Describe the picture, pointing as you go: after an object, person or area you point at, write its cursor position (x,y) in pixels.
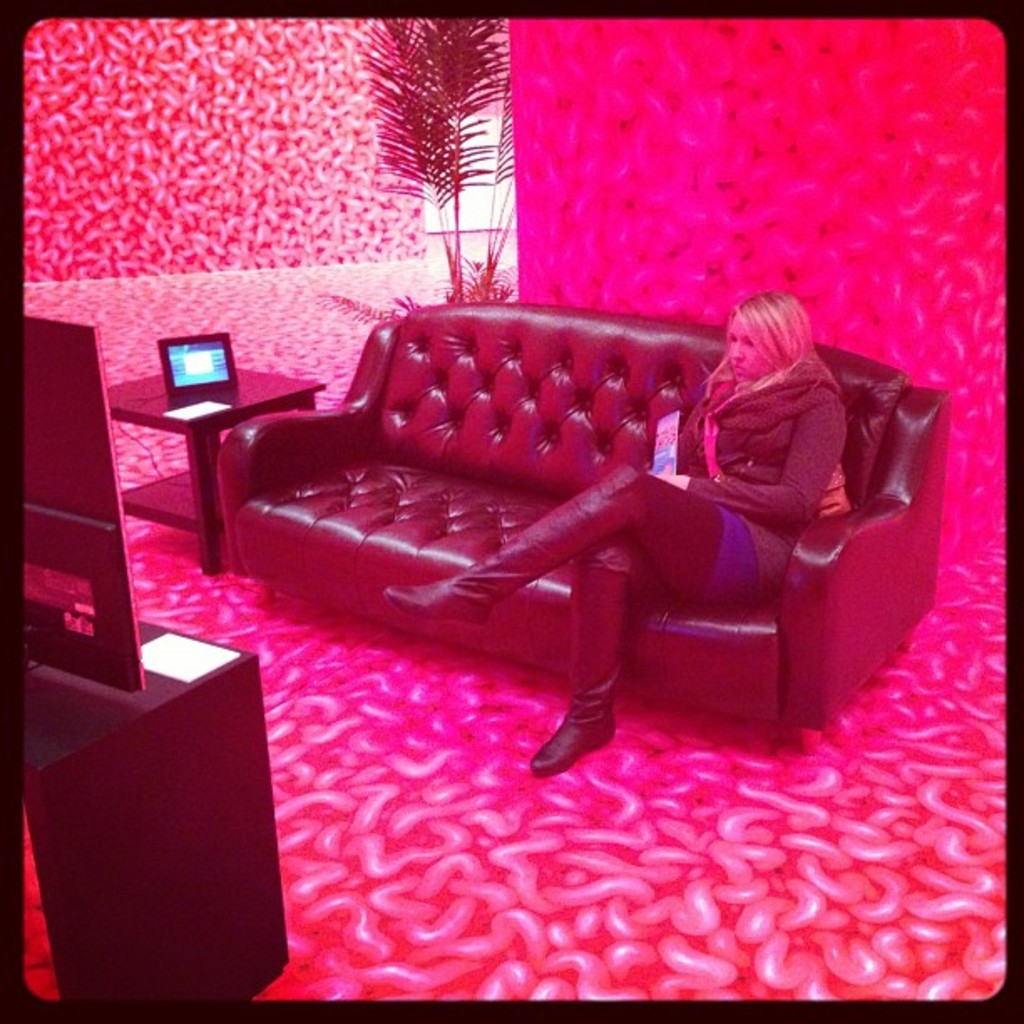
In this picture we can see a woman (750,550) sitting on a couch (746,648), on the backside of couch (470,373) we can see a plant (450,141), we can see a table (172,403) behind couch (310,434) the woman (757,444) is looking at television (108,629), the room (894,706) is entirely in red color.
